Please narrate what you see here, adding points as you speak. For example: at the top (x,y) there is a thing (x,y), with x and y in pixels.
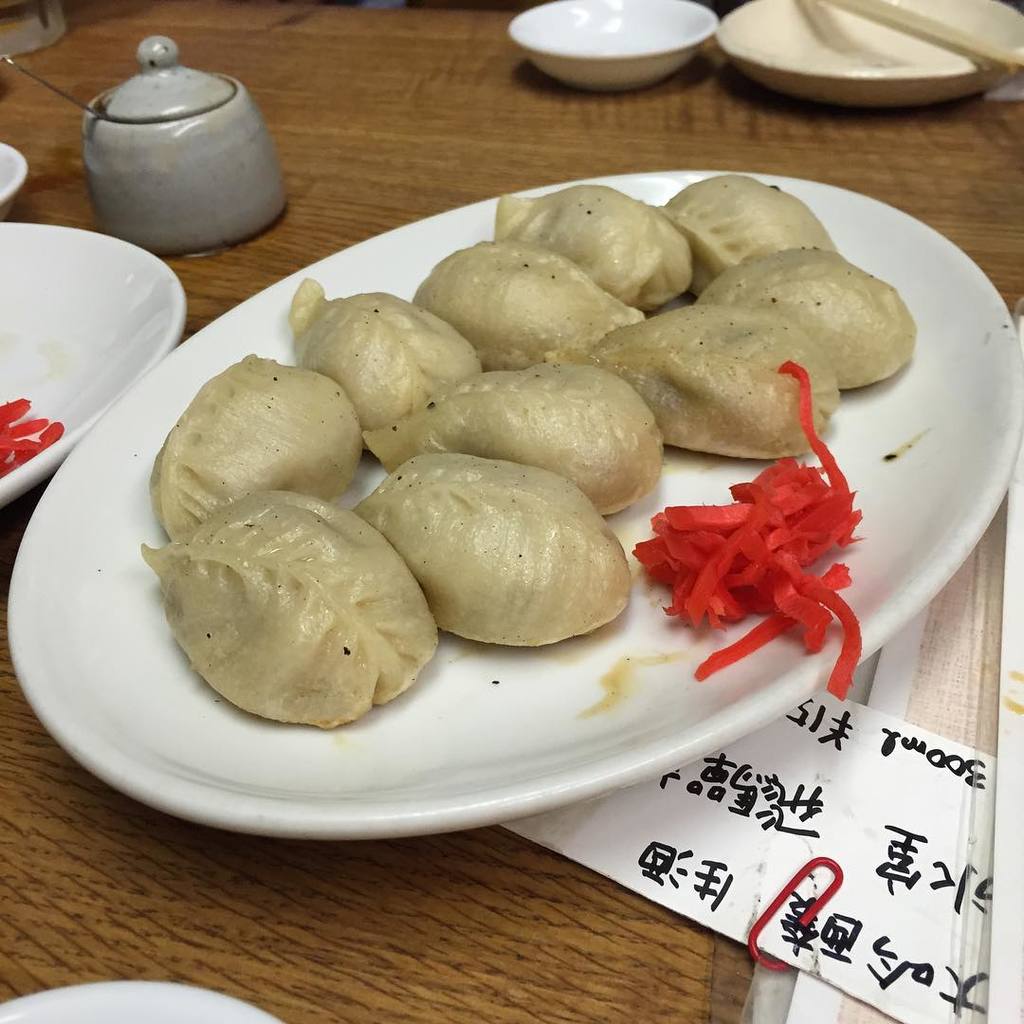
In this image there are momos (439,369) are kept in white color plate (149,719) in middle of this image (442,637). There is one another plate (145,357) at left side of this image (94,356). There are two bowls (790,80) at top of this image (540,47). There is a paper (829,778) and there is some text (814,731) written on it at bottom right corner of this image (839,913), and there is one white color plate (151,991) at bottom left corner of this image (151,1003) and there is one object (201,193) at top left corner of this image (178,164). and all these objects (619,255) are kept on one table (690,1017).
